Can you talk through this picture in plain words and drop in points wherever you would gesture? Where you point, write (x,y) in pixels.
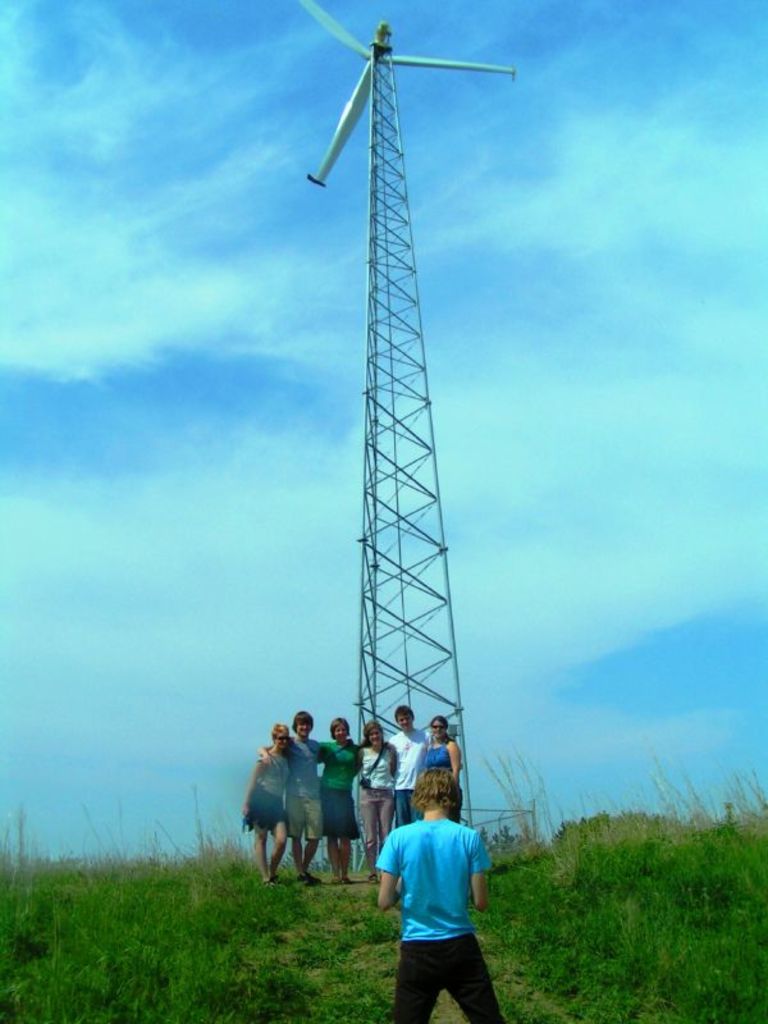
Here in this picture we can see a tower (413,250), on which we can see wind turbine blades (369,55) present over there and on the ground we can see number of people (383,785) standing and we can see the ground (384,995) is fully covered with grass (384,995) over there and we can see the sky (263,437) is fully covered with clouds (255,445) over there.
